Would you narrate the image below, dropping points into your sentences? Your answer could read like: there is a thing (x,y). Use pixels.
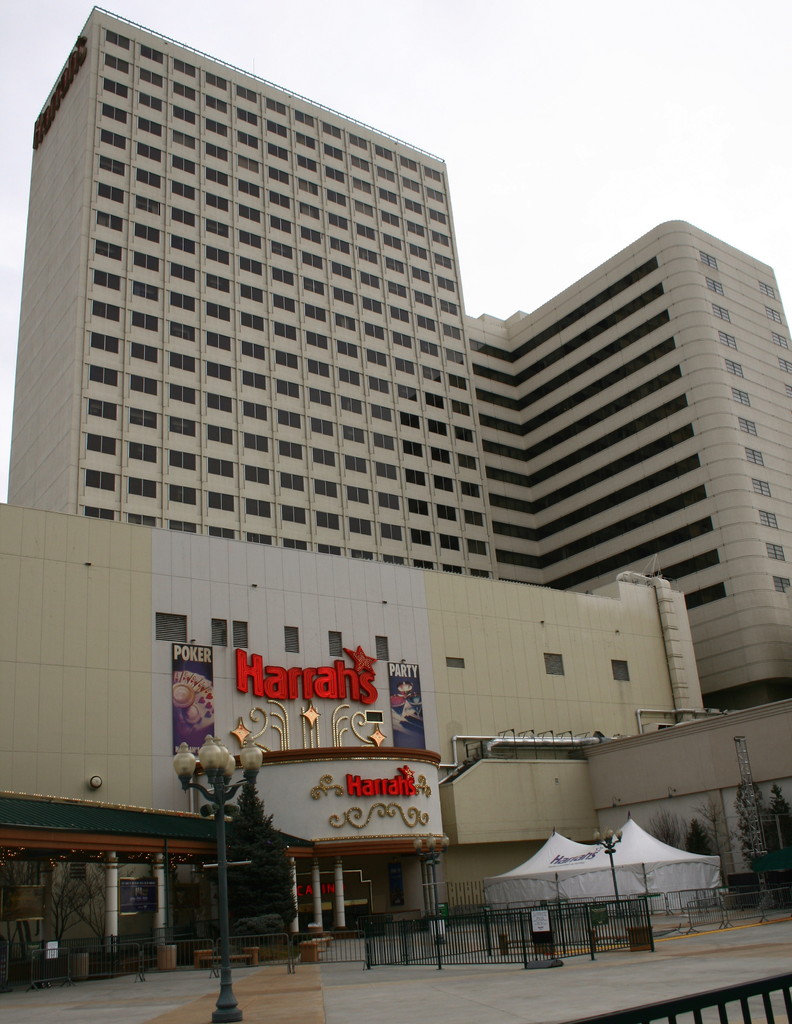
In the image we can see a building (340,782) written harrah's on it and in the foreground of the image (650,889) we can see a iron barricade (612,917) and group of poles (225,889) and shed (511,906). In the background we can see group of plants (251,865).
